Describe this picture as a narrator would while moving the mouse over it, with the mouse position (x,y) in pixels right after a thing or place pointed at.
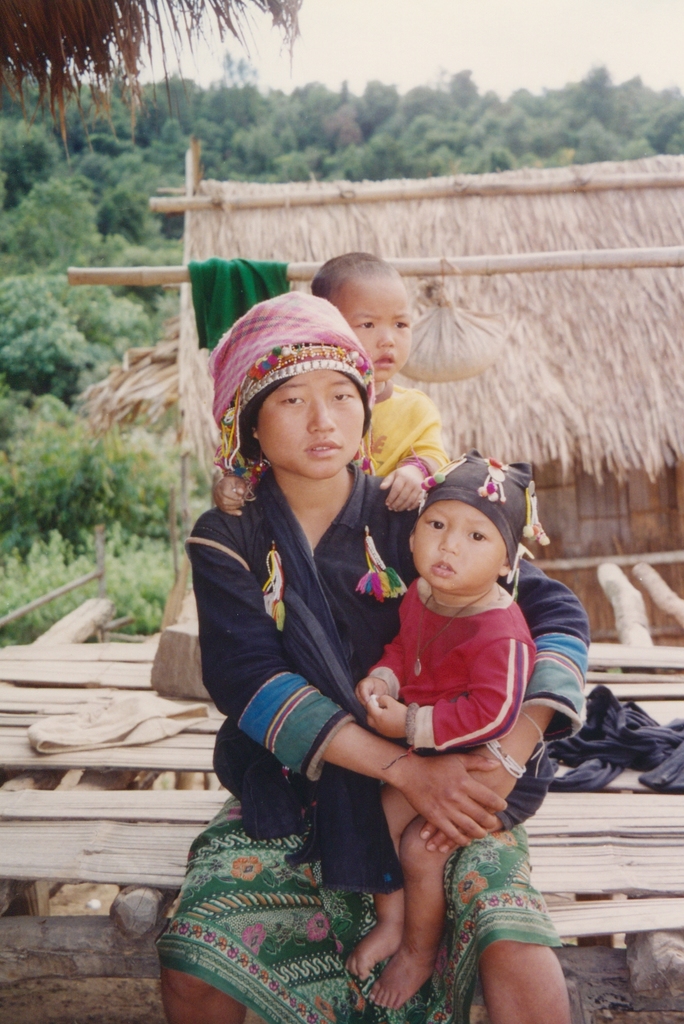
In this image I can see three persons (461,613) on a wooden bed (583,874). In the background (163,361) I can see a hut (171,380), trees (377,138) and the sky (444,27). This image is taken may be during a day.
